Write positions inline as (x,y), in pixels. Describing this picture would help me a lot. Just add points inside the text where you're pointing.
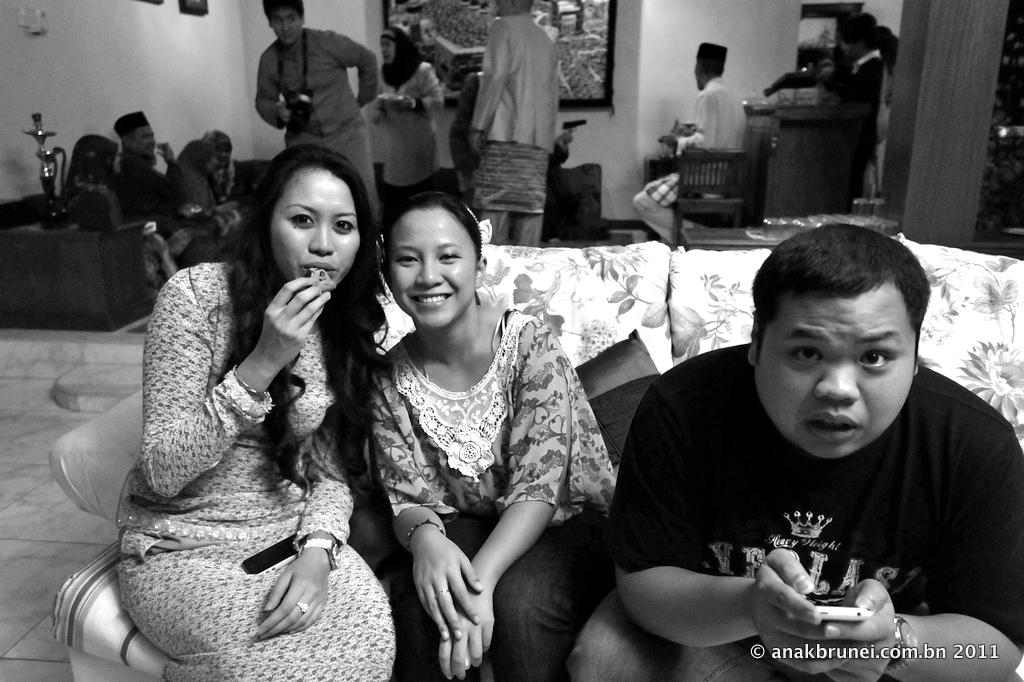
In the picture I can see people (485,305), among them some are sitting and some are standing on the floor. In the background (713,193) I can see a wall (627,166), sofas (942,290), a chair (726,183), a pillar (964,145) and some other objects (994,177). This picture is black and white in color. On the bottom right side of the image (927,652) I can see a watermark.
